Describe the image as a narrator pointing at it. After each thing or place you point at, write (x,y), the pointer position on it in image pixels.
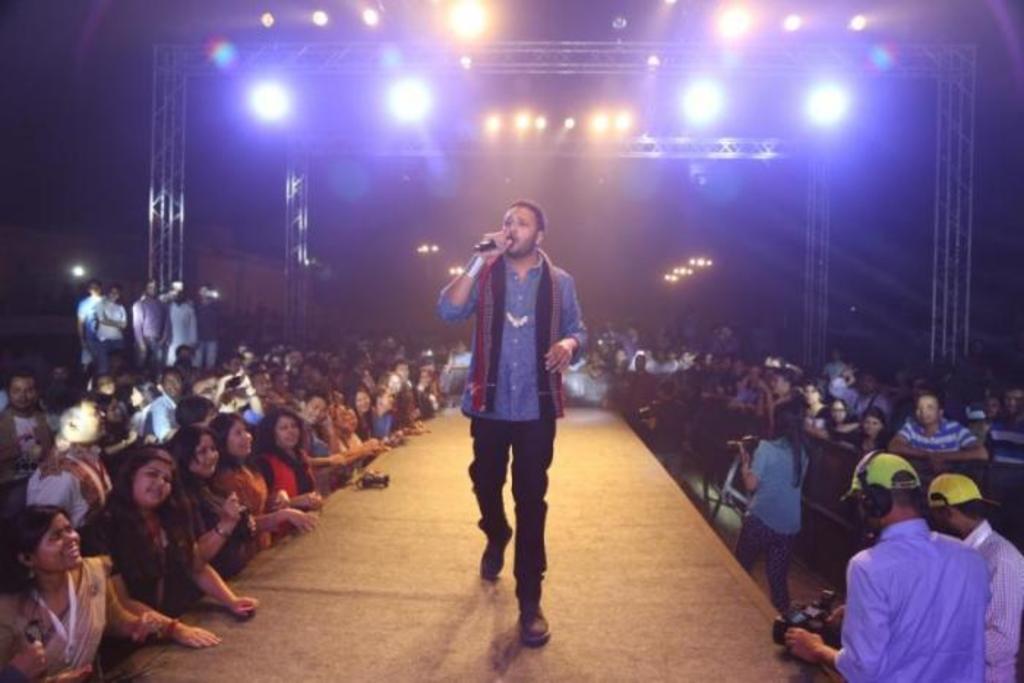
There is a person (476,375) wearing scarf (487,298) is holding a mic (482,247) and walking on the platform (554,566). On the sides there are many people (665,425). On the right side (861,512) two persons (860,511) are wearing cap (956,489). And a person (907,509) is holding a camera (835,605). In the back (396,84) there are rods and lights (417,100).
